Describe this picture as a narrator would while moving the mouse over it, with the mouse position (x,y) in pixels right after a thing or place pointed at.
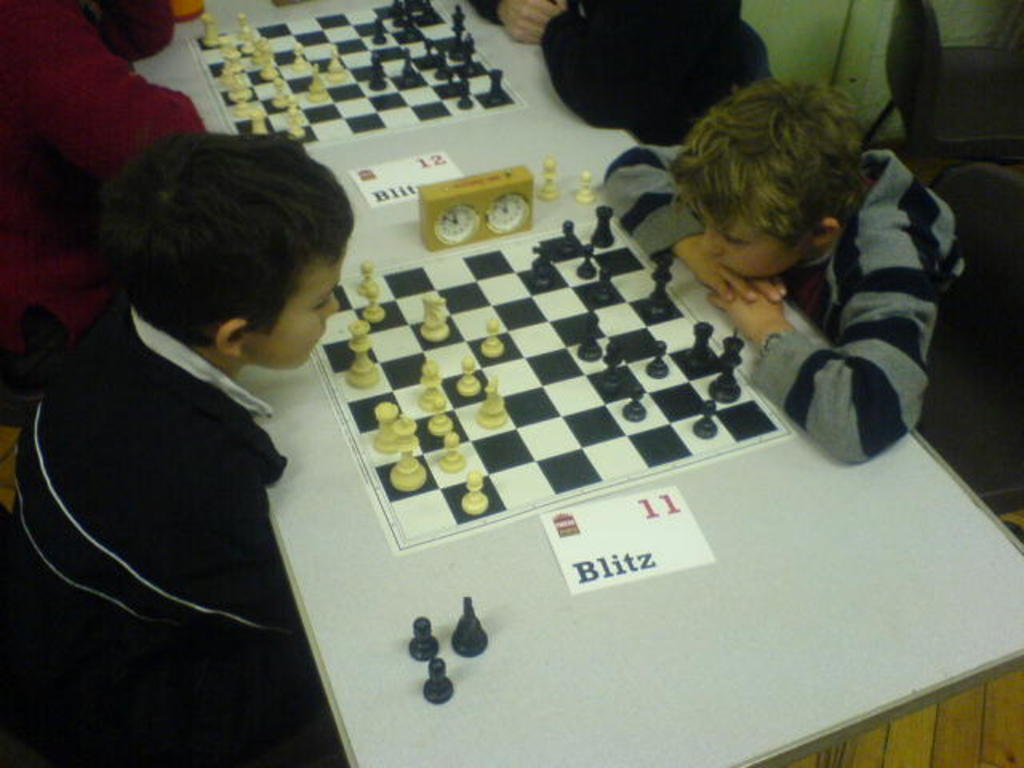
There is a table (308,602) with chess board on it and few kids (193,680) are sitting around that.
